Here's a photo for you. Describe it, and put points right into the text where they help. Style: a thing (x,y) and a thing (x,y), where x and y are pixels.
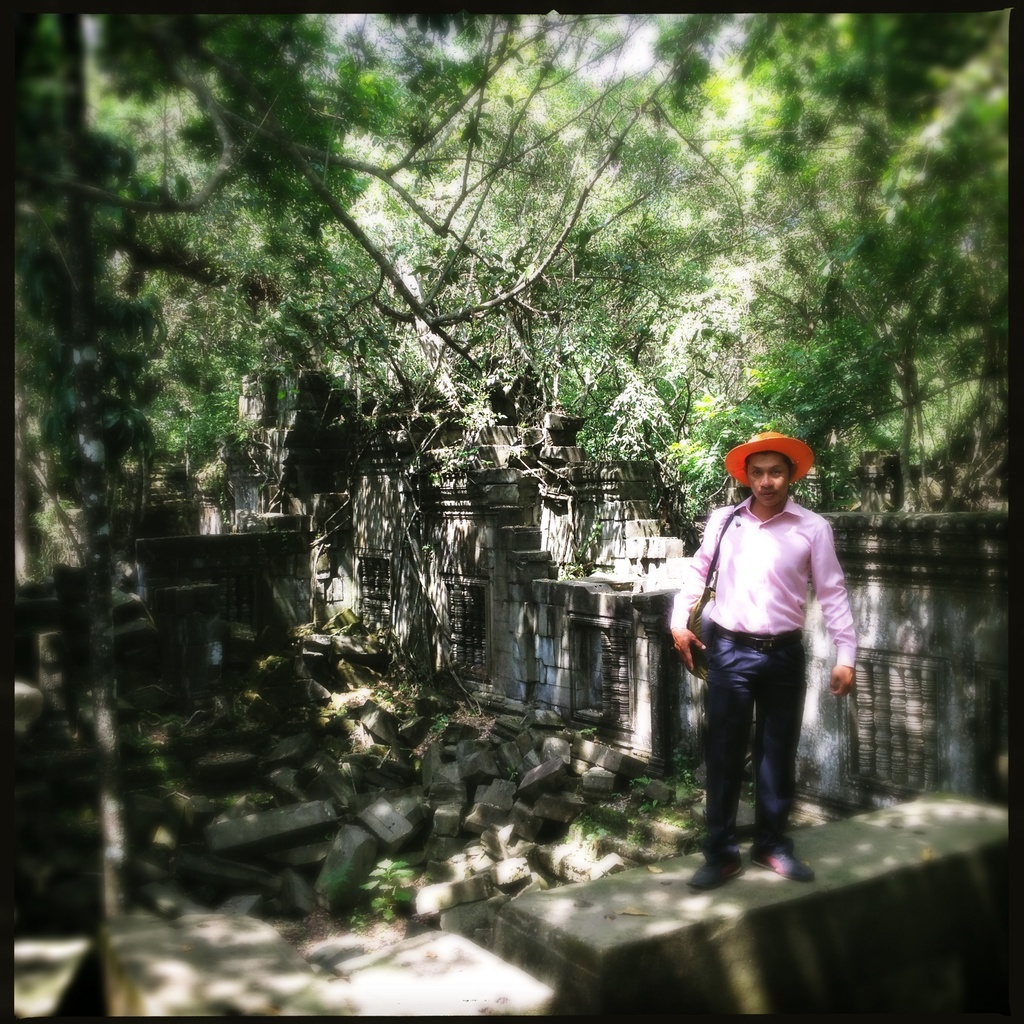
On the right (755,628) there is a man (762,716) standing on a platform (624,878) and he is a carrying a bag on his shoulder (745,514) and a hat (799,462) on his head (765,471). In the background (360,736) there are stones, wall (541,681) and trees (176,160).
